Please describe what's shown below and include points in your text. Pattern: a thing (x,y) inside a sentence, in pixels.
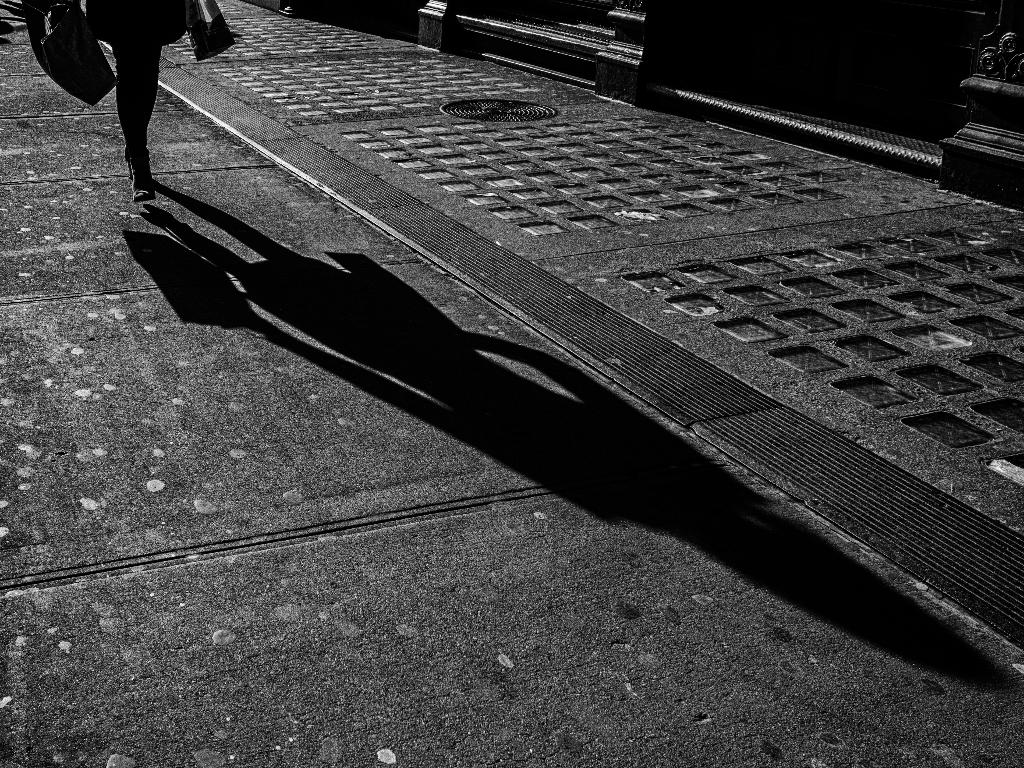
In this image we can see a person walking on the road (508,459) and we can also see a shadow (236,300) of the person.
